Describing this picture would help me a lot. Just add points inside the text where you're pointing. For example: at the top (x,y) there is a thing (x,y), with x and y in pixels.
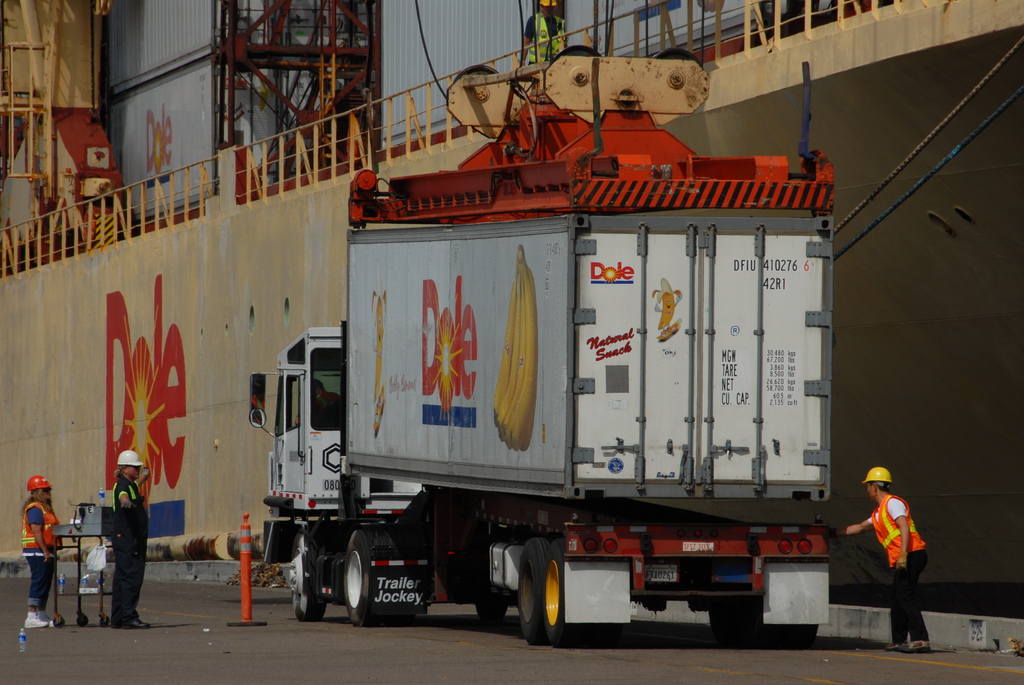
In the image we can see there is a vehicle (645,565) parked on the road (186,653) and there are people (901,609) standing beside the vehicle (697,488). The people (140,476) are wearing helmets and there are some people (46,547) wearing safety vests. There is a ship (180,417) and on the side it's written ¨Dole¨.
